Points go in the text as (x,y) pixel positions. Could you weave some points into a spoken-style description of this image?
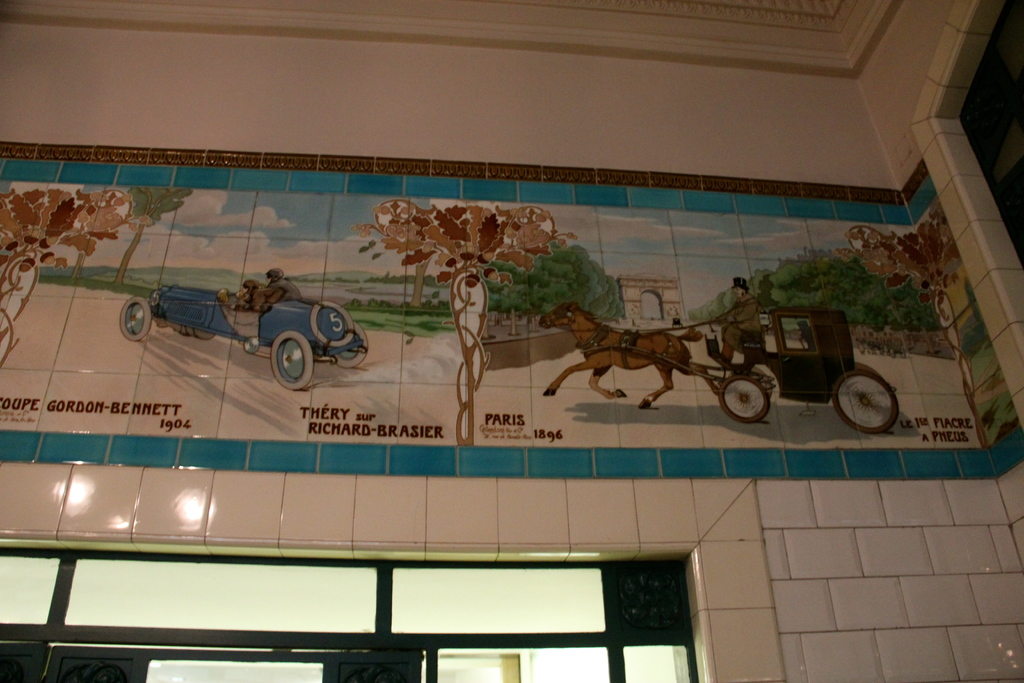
In the image we can see a wall (921,542), on the wall (353,149) there is a painting (719,283). In the painting (636,283) we can see some trees (531,264) and arch (672,278) and vehicle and cart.
